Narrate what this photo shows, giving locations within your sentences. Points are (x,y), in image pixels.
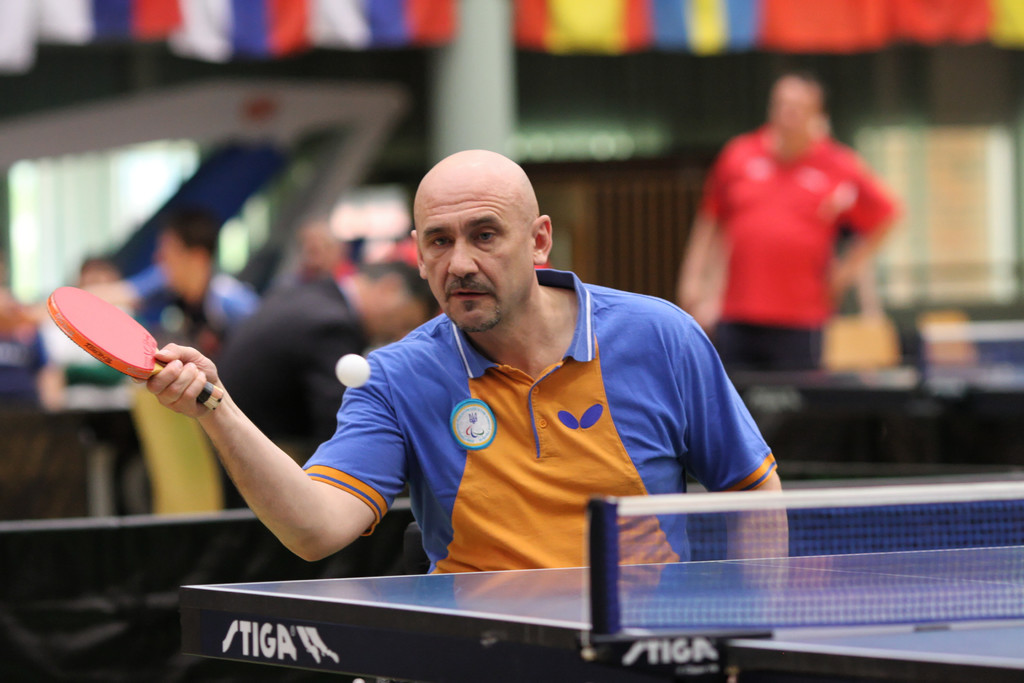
In this image, There is a table (441,681) which is in black color, In the middle (541,443) there is a man (555,492) sitting and he is holding a bat (125,349) which is in orange he is hitting a ball (345,386) which is in white color, In the background (775,169) there are some people (752,165) standing and in the top (219,58) there are flags (638,29) which are in red and blue color.
